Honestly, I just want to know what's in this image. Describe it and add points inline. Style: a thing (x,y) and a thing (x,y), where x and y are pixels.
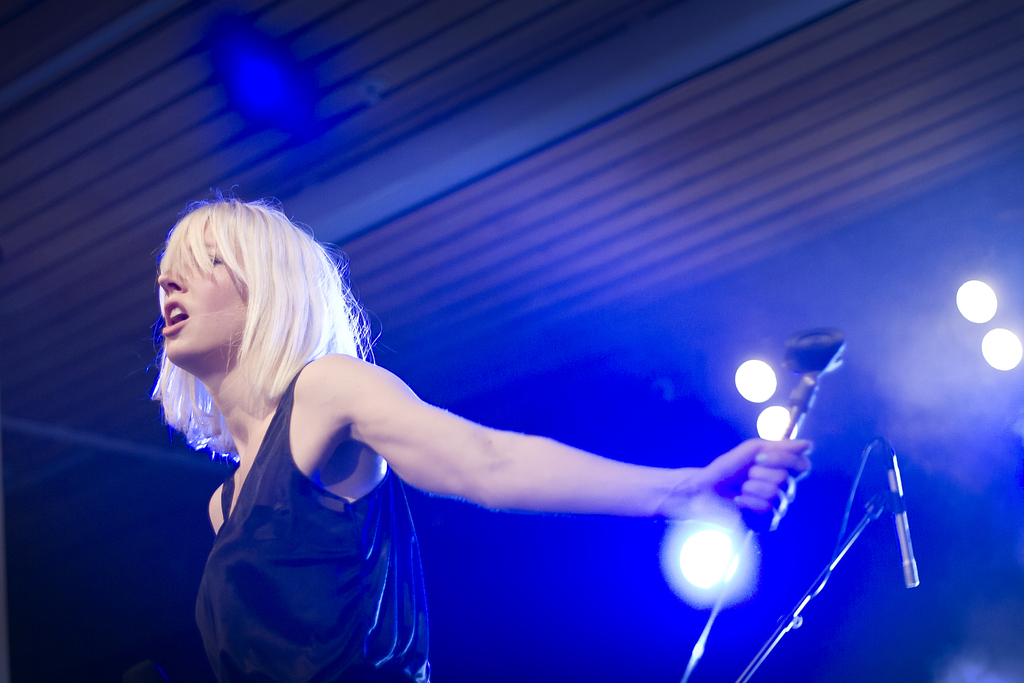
In the foreground of the picture (251,410) there is a woman (283,536) wearing black dress (345,604) and holding a microphone (802,356). In the background (769,373) there are focus light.
